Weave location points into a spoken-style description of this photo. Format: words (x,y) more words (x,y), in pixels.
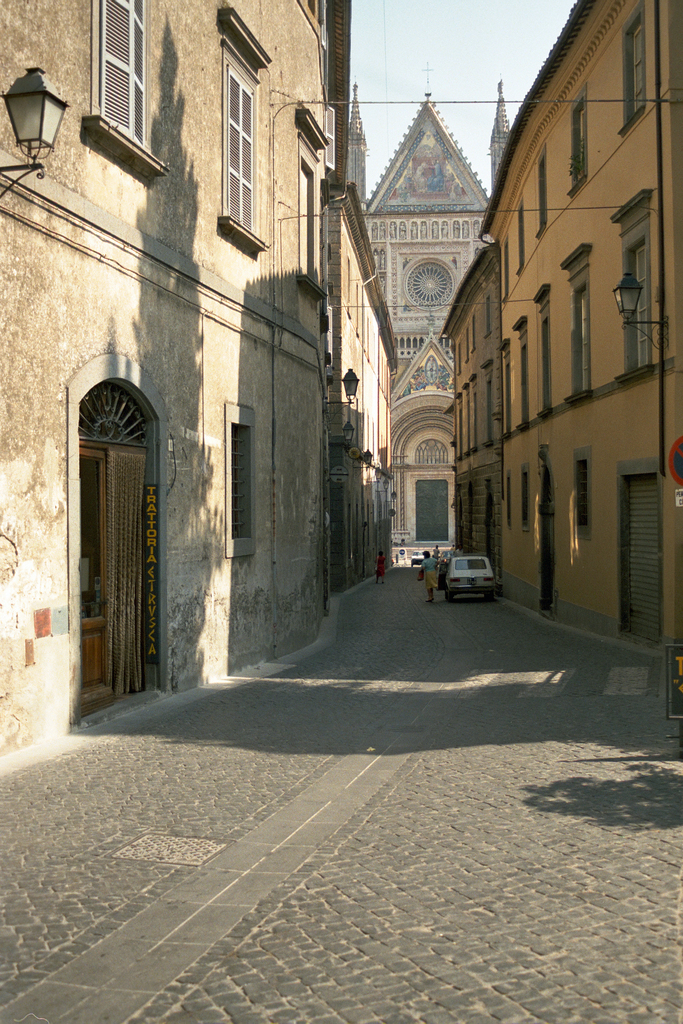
In this picture there are buildings (461,472) on the right (500,472) and left side of the image (188,244) and there are lamps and windows (245,209) on the buildings (249,239) and there are people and a car (488,568) in the center of the image (434,589) and there is a cathedral building (386,268) in the background area of the image (413,355).
